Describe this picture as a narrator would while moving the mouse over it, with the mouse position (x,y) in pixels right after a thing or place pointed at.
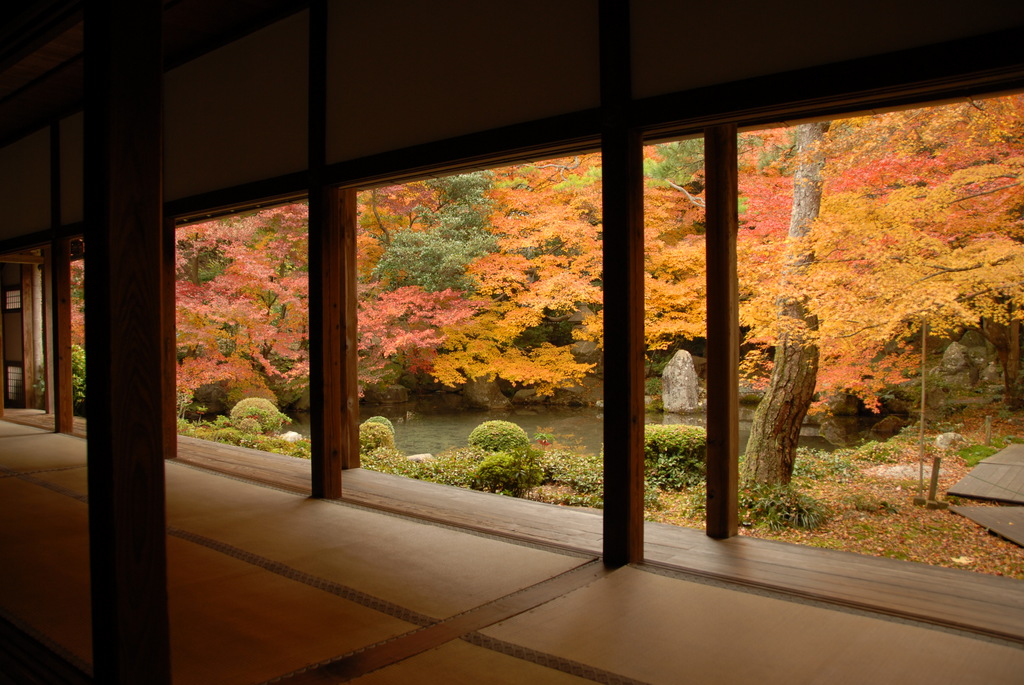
In the image there is a wooden compartment (637,676), there are wooden pillars (617,435), behind those pillars (631,385) there is a beautiful view of the trees (783,401) and there is a small pond (573,429) in between that area (536,400).
